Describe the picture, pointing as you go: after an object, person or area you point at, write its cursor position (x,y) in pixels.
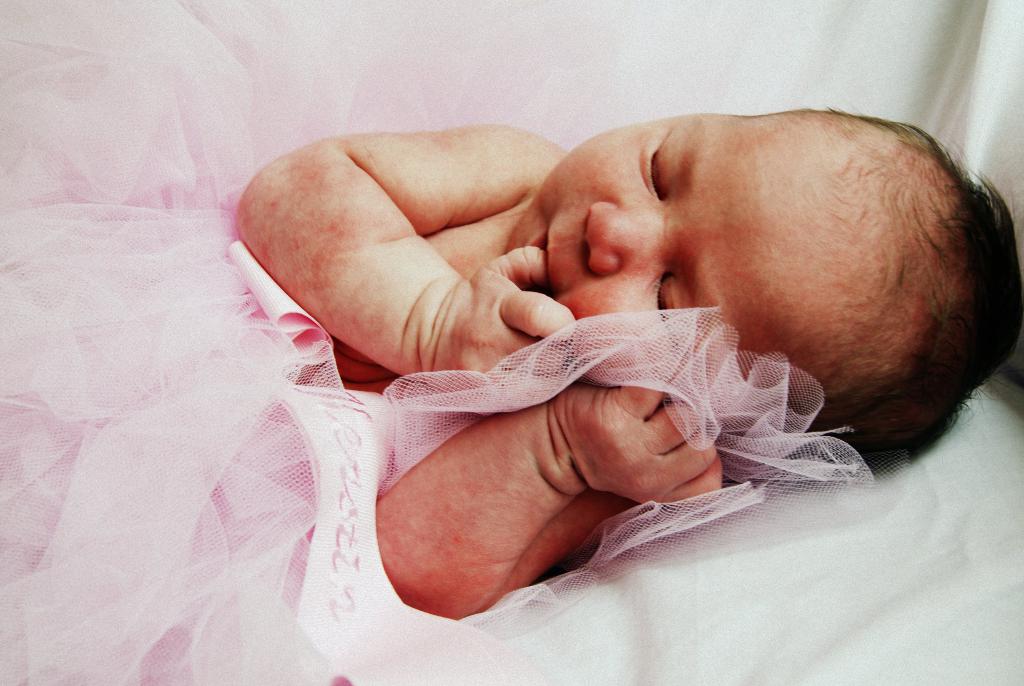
In this picture I can observe a baby (286,287) in the middle of the picture (374,268). The baby (418,480) is wearing pink color dress (168,362). In the background (647,58) I can white color cloth (660,100).
